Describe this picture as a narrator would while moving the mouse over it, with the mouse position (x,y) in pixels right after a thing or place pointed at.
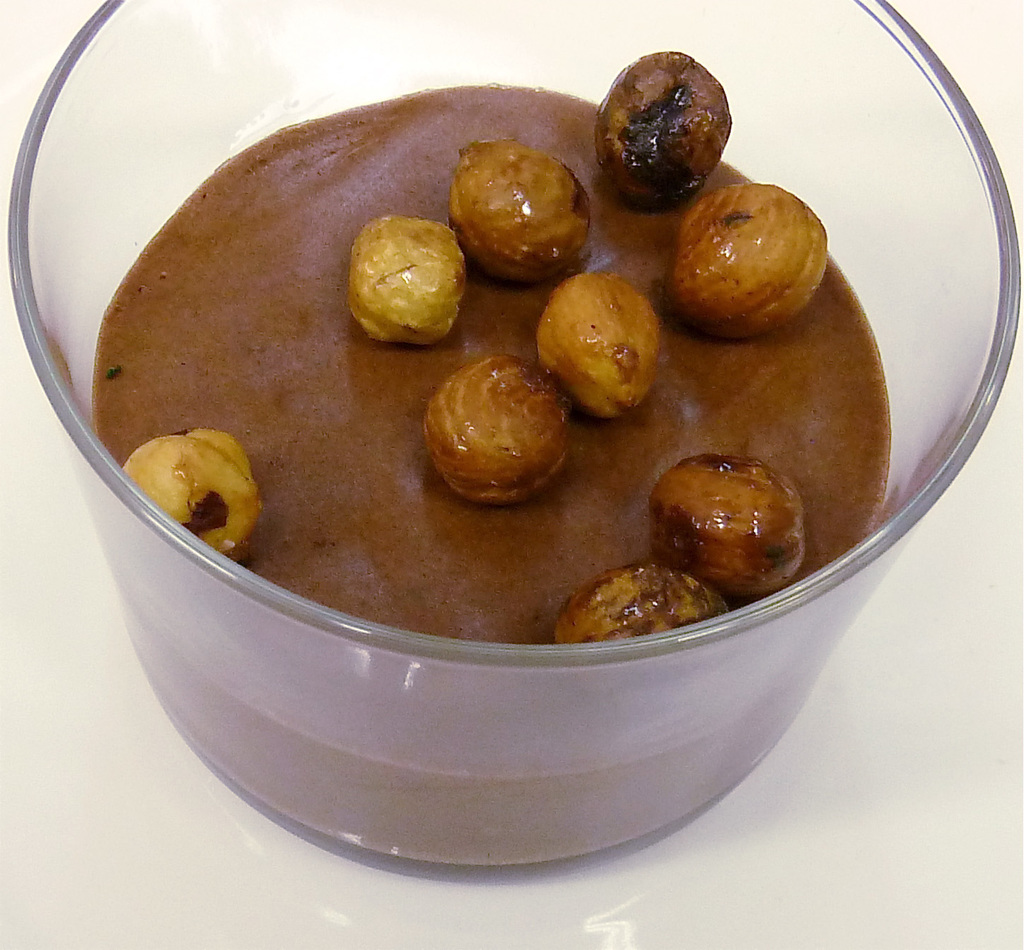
In this image I can see a glass bowl (237,641), in the bowl (250,626) I can see food (245,521) in brown color.
